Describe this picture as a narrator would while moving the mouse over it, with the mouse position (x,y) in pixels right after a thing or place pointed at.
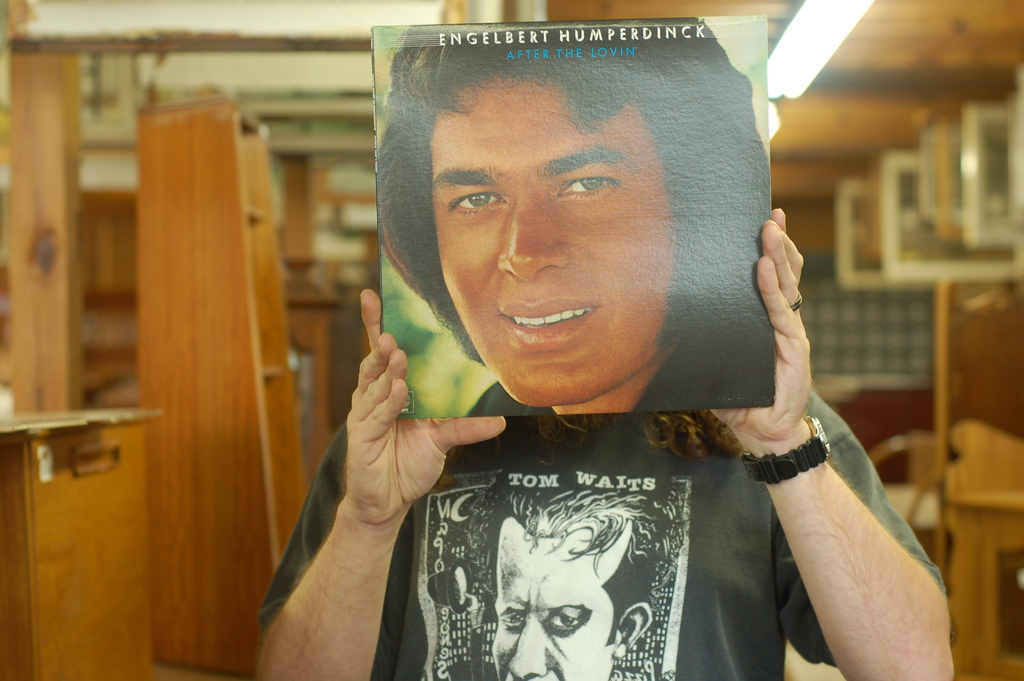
In the image in the center (521,449), we can see one person (459,557) standing and holding a record (552,302). On the record (687,325), we can see one person (669,322) smiling. In the background (410,6) there is a wall (841,351), roof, table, light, chair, board (201,466) and a few other objects (886,404).
